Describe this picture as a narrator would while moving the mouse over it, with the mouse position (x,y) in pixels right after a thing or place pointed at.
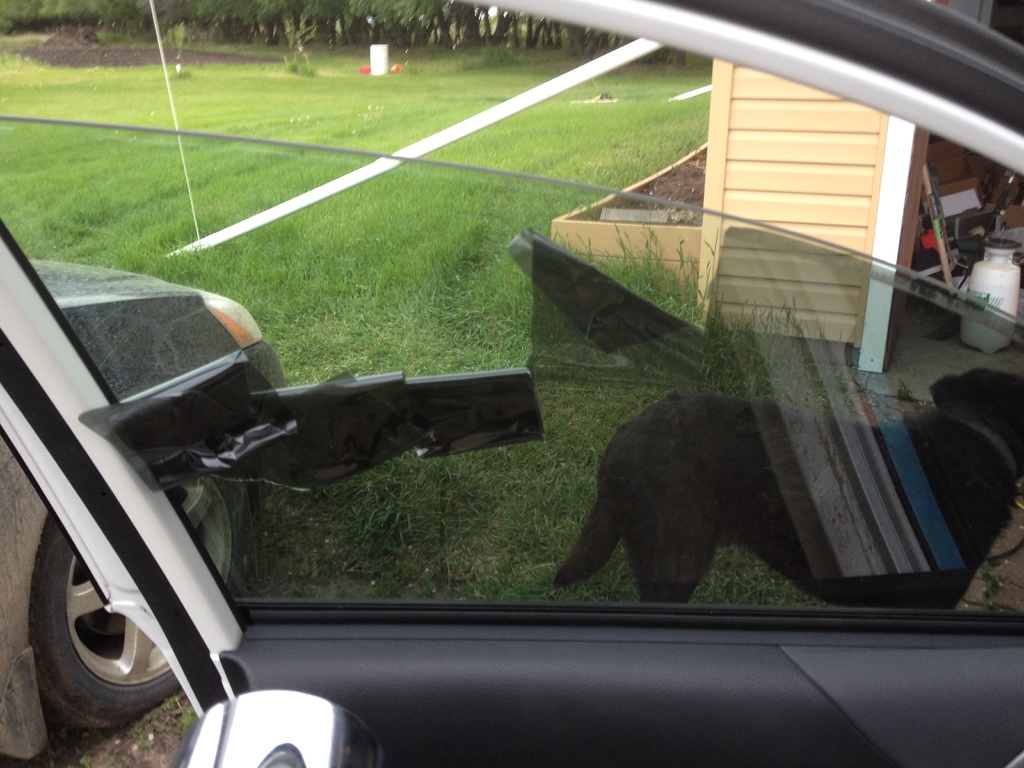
In this image we can see there is a door (69,449) and a window (520,456) of a vehicle (442,626), through the window (254,460) we can see there is another car (156,378), a dog (970,502), a few objects (991,267) in the wooden house (895,235) and few object (366,71) on the surface (545,114) of the grass (415,84). In the background (538,26) there are trees (353,6).
